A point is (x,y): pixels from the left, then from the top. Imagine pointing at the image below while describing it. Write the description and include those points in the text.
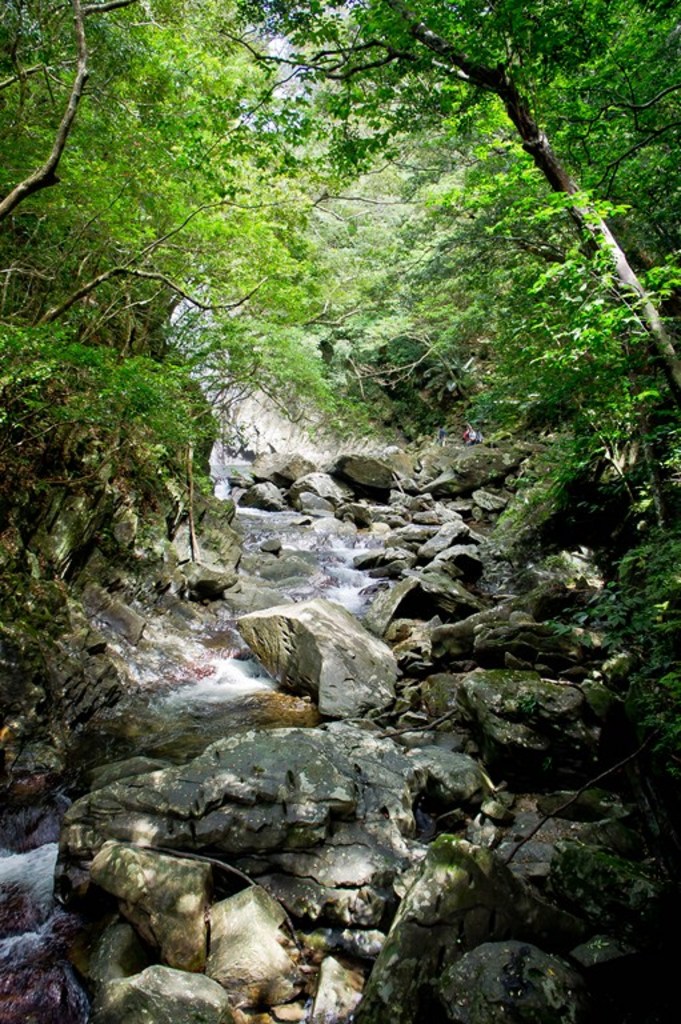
In this picture I can see many stones (283,863). At the top (475,108) I can see the trees (429,150), plants (634,419) and grass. On the bottom left corner (94,735) I can see the water flow (181,691).
